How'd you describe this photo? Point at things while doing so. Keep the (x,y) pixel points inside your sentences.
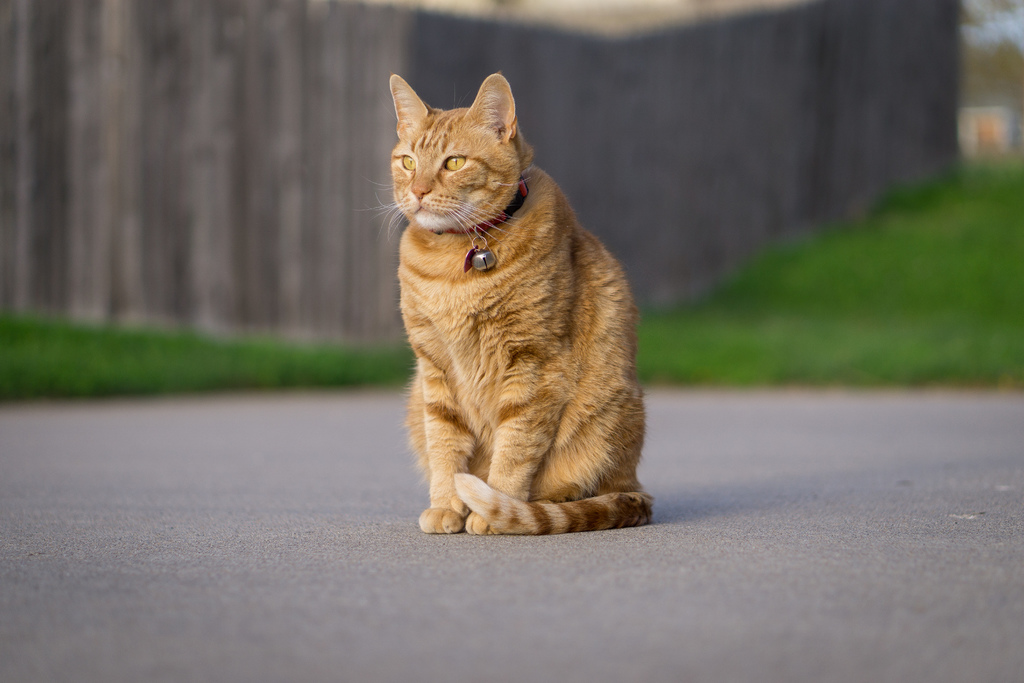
In this image, we can see a cat (525,443) is sitting on the road (436,546). Background (1014,364) it is a blur view. Here we can see green color.
